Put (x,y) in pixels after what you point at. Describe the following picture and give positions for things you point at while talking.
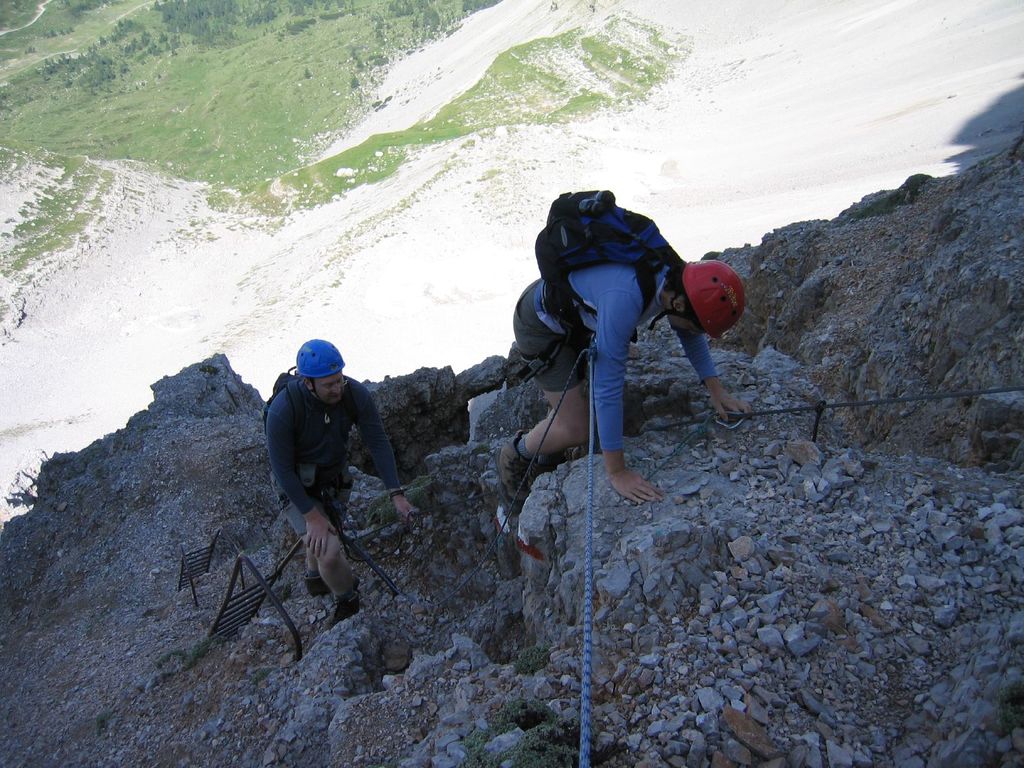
In this image there are two persons (582,429) climbing mountain (698,584) wearing bags (650,293), helmets (329,355), in the background (246,129) there is green land (152,110).
